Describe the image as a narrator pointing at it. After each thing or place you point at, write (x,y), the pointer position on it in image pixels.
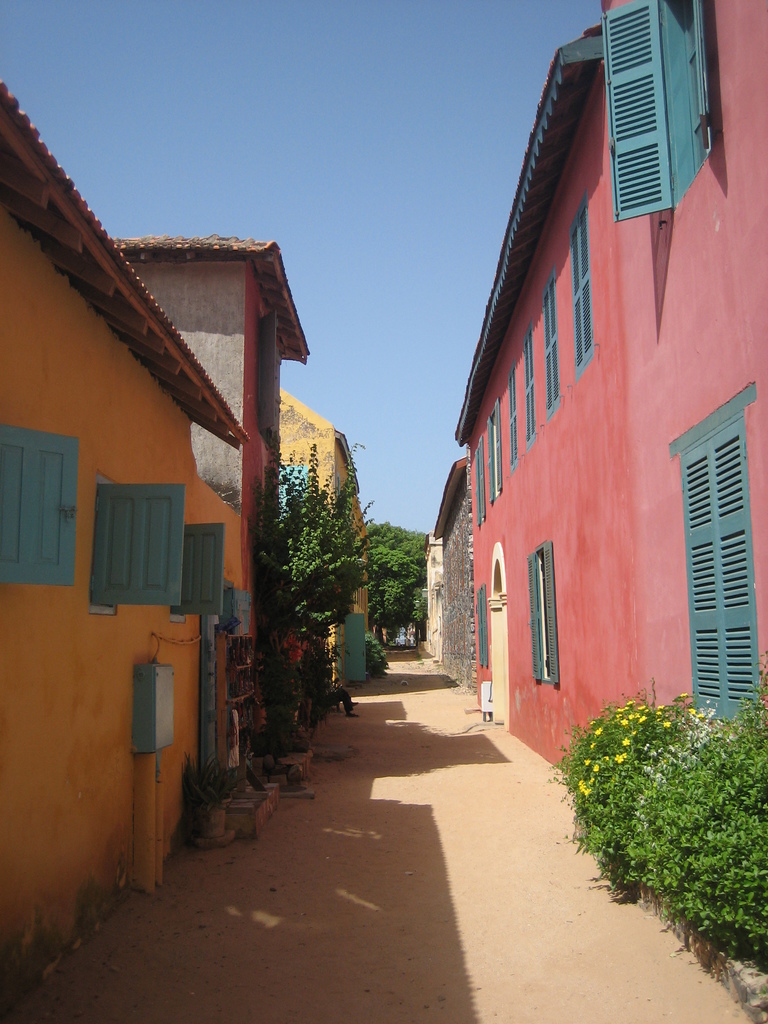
In this image we can see some houses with roof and windows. We can also see a pathway (390,886), some plants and the sky (303,242).
